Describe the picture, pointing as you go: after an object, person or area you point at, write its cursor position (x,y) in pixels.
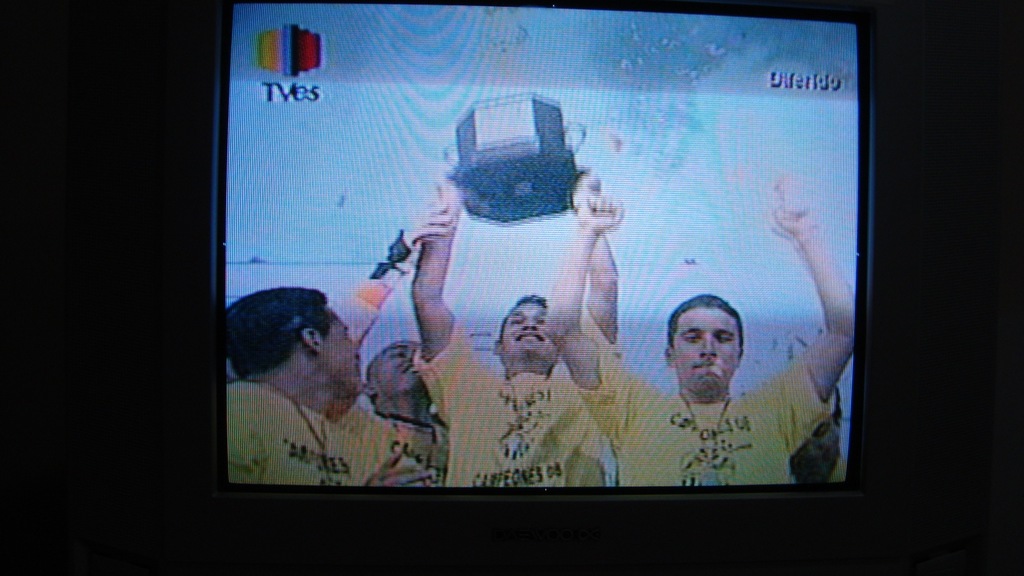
The picture consists of a television screen (510,397), in the screen (510,368) we can see people (568,356) lifting a trophy (509,116). Towards left (158,350) and right it is dark.
